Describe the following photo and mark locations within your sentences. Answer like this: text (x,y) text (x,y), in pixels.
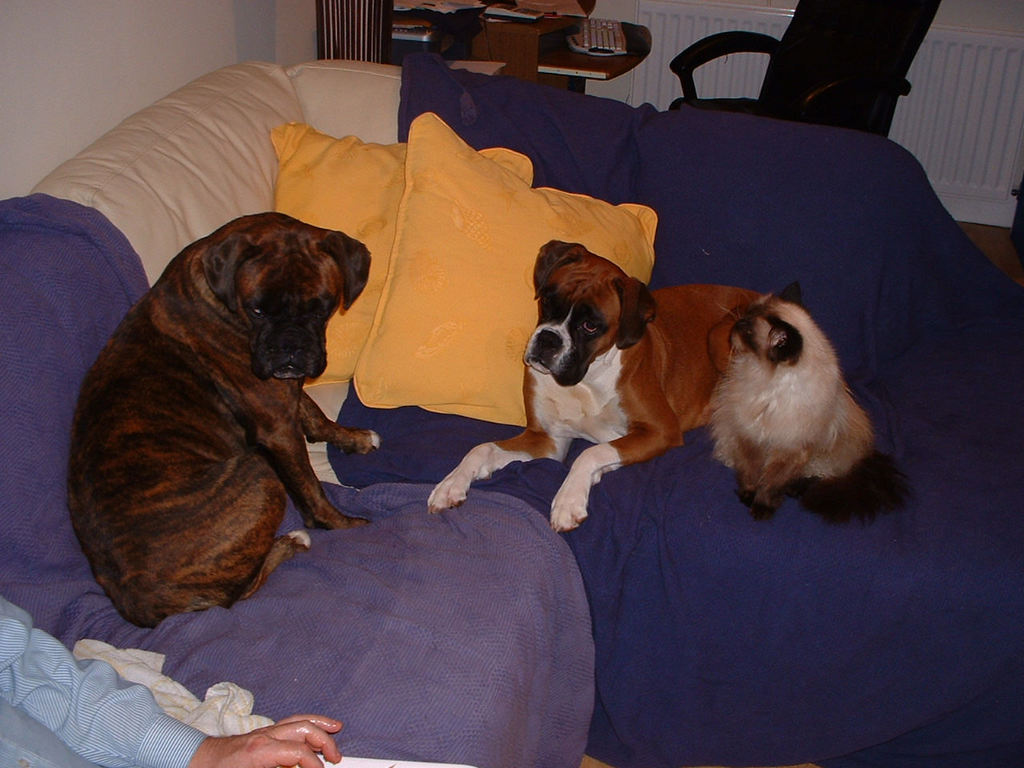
In this image we can see a couch (433,416). There are two dogs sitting on the couch (400,75). A person (299,747) is sitting on the couch (347,746). There are many objects (596,37) on the table (571,76).
